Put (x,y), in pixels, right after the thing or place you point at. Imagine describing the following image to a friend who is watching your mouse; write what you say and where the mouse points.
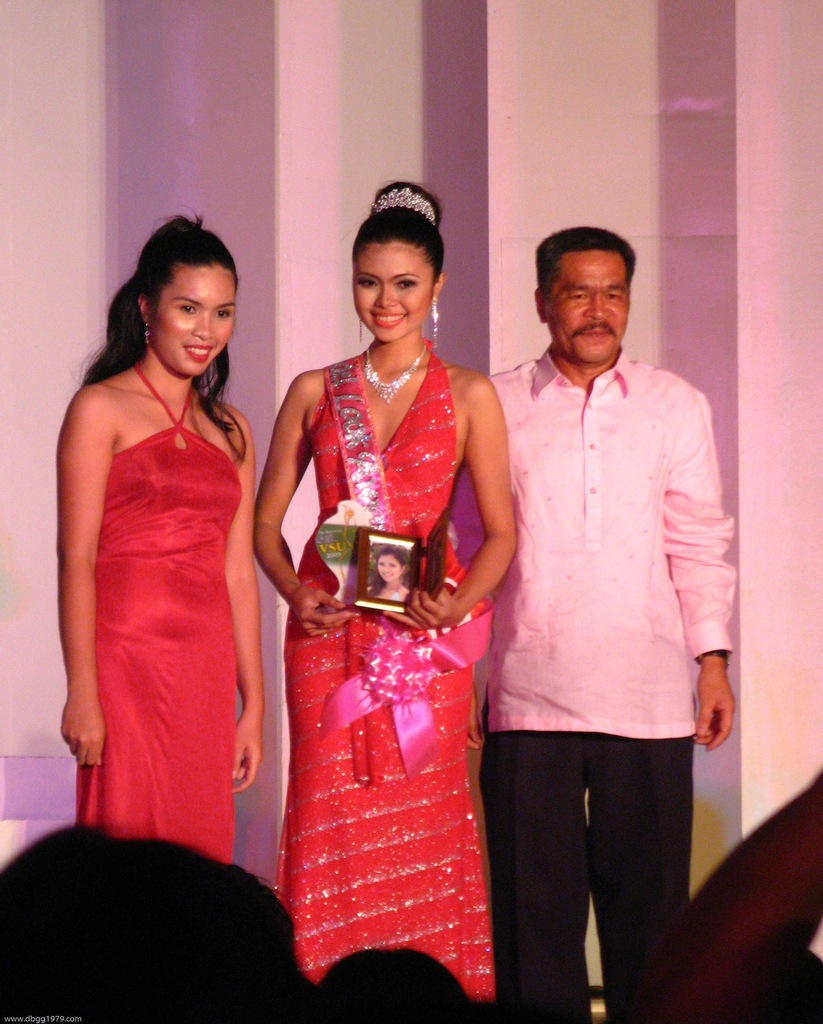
In this image we can see a few people (670,552), one of them is holding a photo frame (379,608), behind them there is the wall (397,103).
